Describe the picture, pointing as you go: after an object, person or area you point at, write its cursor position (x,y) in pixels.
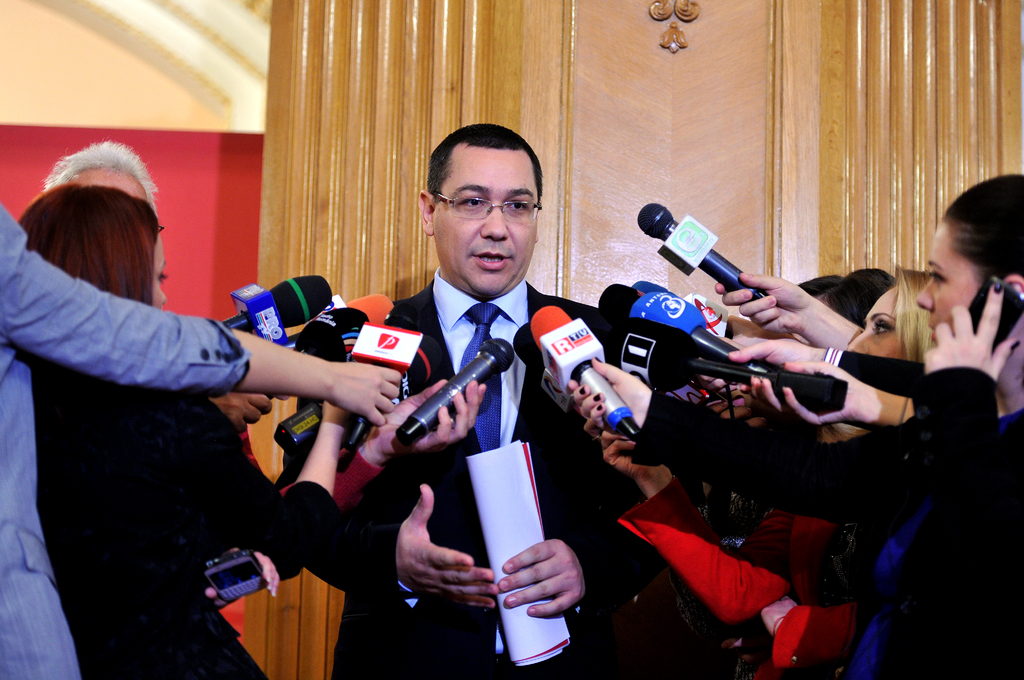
In this image, we can see a man (432,604) in a suit (580,642) holding some object (503,473) and talking in-front of microphones (505,341). Here we can see a group of people (969,566) holding microphones (697,325). Few people (731,455) are holding mobiles (237,580). Background (671,67) we can see wooden object (582,119). On the left side of the image (195,189), we can see red and cream color.
